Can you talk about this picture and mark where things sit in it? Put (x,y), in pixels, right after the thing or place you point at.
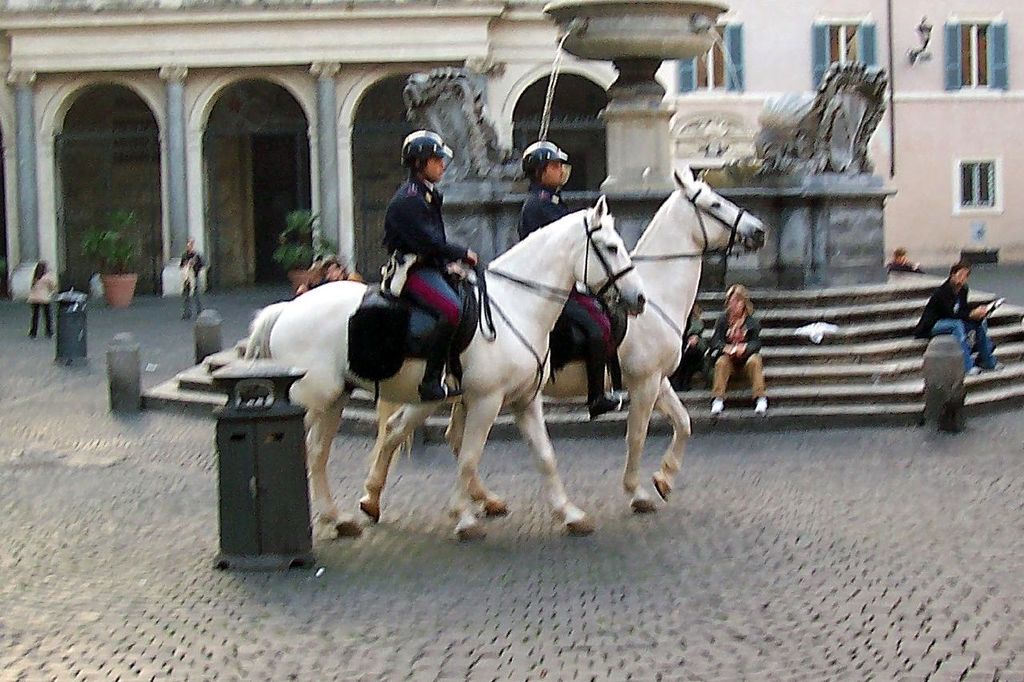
In the picture we can see two people (591,374) are riding the horses (477,388) and behind them, we can see a fountain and with steps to it and on the steps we can see two people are sitting and behind the fountain (512,189) we can see a building (33,205) with windows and besides we can see a woman (49,294) standing.
